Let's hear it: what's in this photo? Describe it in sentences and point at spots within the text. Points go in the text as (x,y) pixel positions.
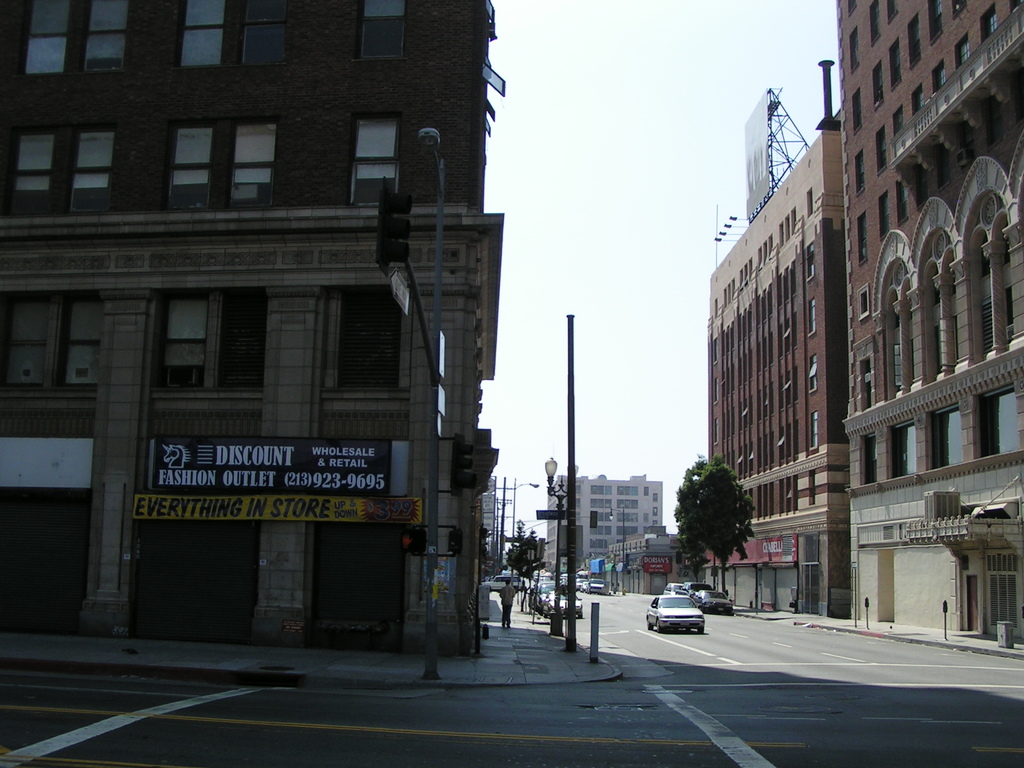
This picture is clicked in the city. Here, we see the cars (681,601) moving on the road (692,707). On either side of the road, there are buildings (615,523), trees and street lights (561,504). At the top of the picture (630,138), we see the sky (682,221). In the middle of the picture (380,257), we see a traffic signal (382,235) and beside that, there is a board (371,489) in black color with some text (360,463) written on it.
